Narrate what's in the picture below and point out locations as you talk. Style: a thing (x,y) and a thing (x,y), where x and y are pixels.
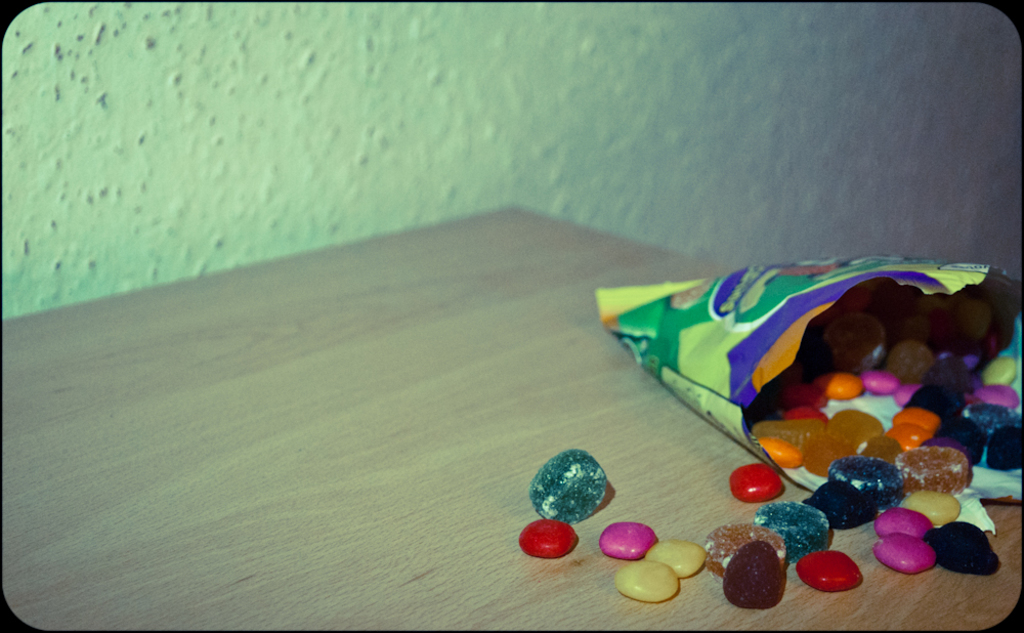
There is a wooden table (375,404). On that there is a packet (780,276) with different color sweets (761,465) on it.
